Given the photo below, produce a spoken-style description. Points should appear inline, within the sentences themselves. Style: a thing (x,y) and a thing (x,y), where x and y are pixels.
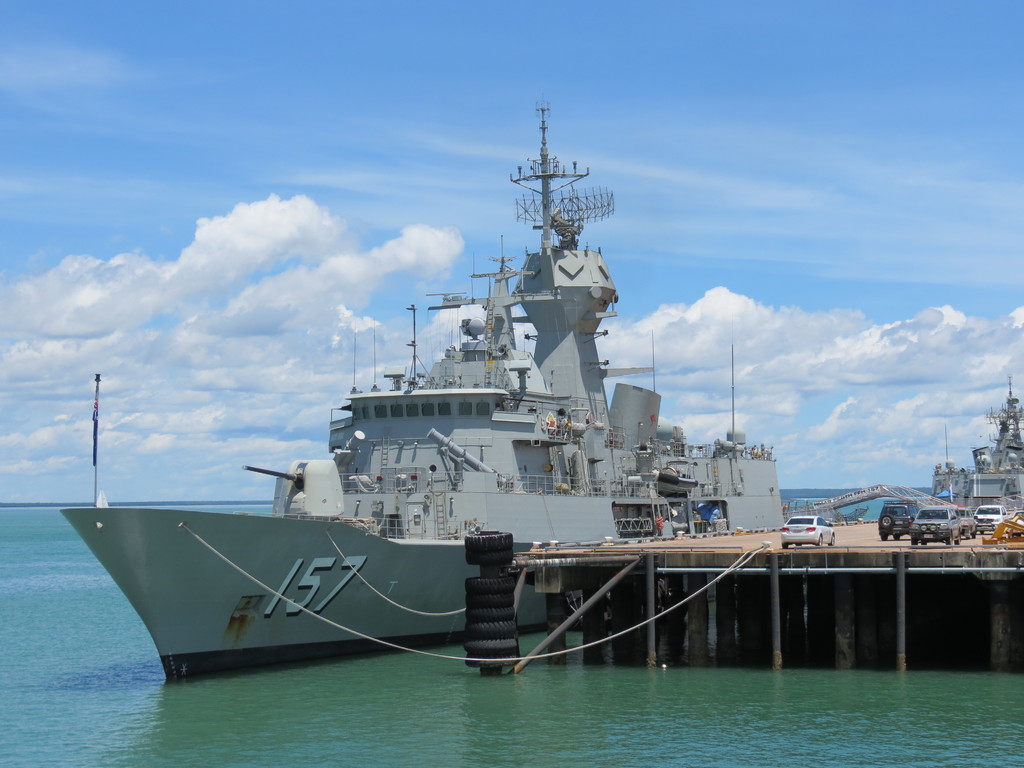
This picture shows a couple of ships (724,527) in the water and we see vehicles (963,507) on the bridge (820,560) and we see a blue cloudy sky (720,246).
